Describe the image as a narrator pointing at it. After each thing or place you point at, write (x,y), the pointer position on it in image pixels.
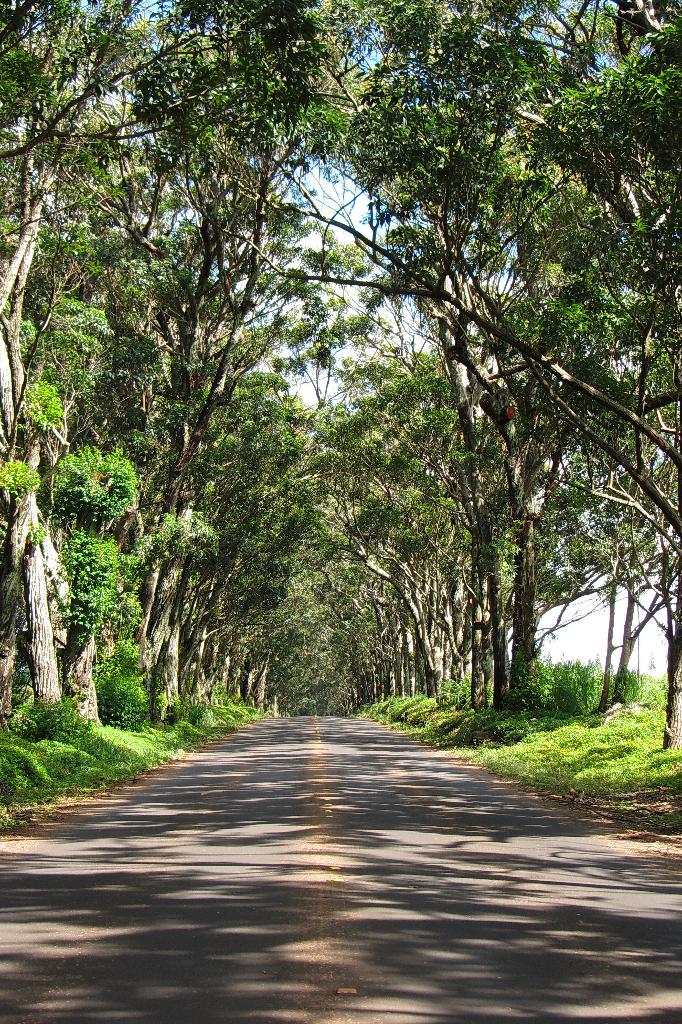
This picture is clicked outside. In the foreground (213,767) we can see the road (361,778) and on both the sides we can see the green grass (68,763), plants (111,681) and trees (344,416). In the background (336,194) we can see the sky (325,189).
